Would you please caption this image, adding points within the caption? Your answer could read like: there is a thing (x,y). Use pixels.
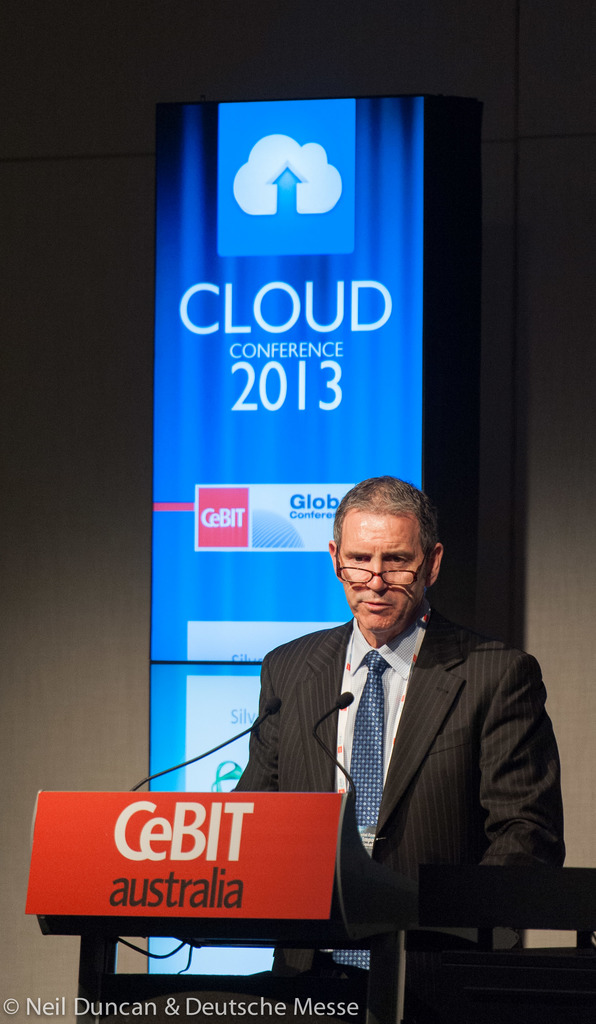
This is the man (430,708) standing. He wore a suit (412,728), shirt (396,702), tie (377,695) and spectacles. This looks like a podium (167,830) with a name board (236,851) and the mikes (323,742). I think this is a banner (280,419). I can see the watermark (254,1006) on the image.
